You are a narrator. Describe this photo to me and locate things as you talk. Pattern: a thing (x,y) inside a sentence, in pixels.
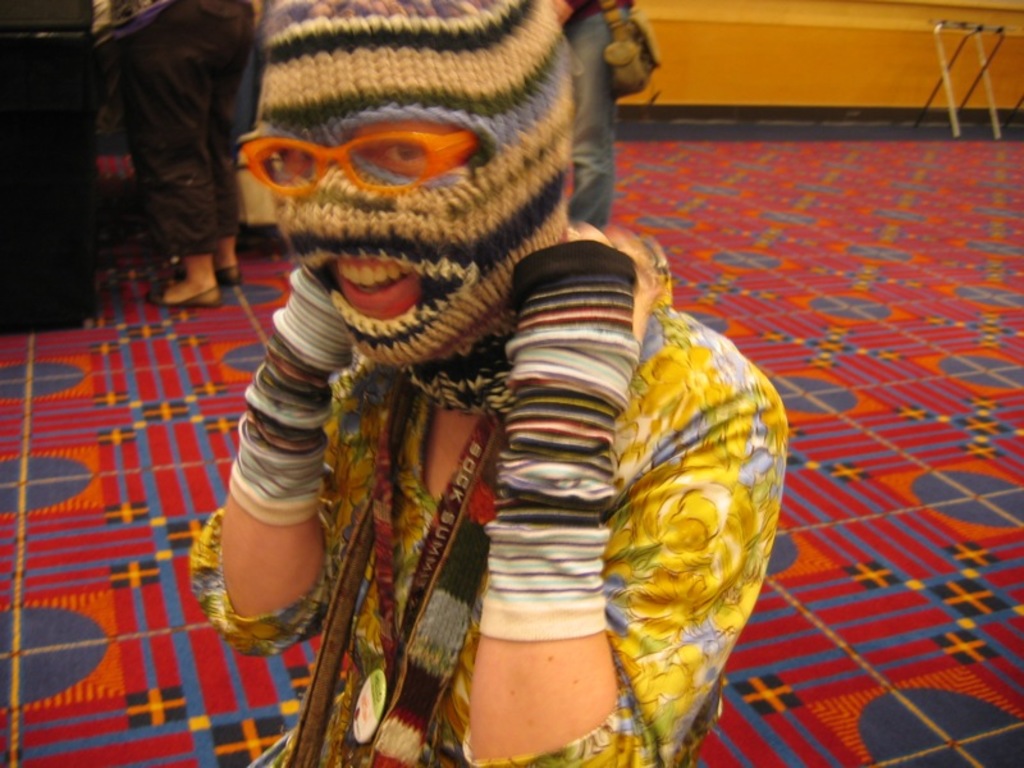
In this image we can see a person (631,533). The person (481,744) is wearing a monkey cap (399,227) on the head (390,162). Here we can see the tag (422,571) on the neck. Here we can see the legs (211,105) of a person (240,99) on the top left side (210,96). Here we can see the carpet (862,279) on the floor (855,384).
